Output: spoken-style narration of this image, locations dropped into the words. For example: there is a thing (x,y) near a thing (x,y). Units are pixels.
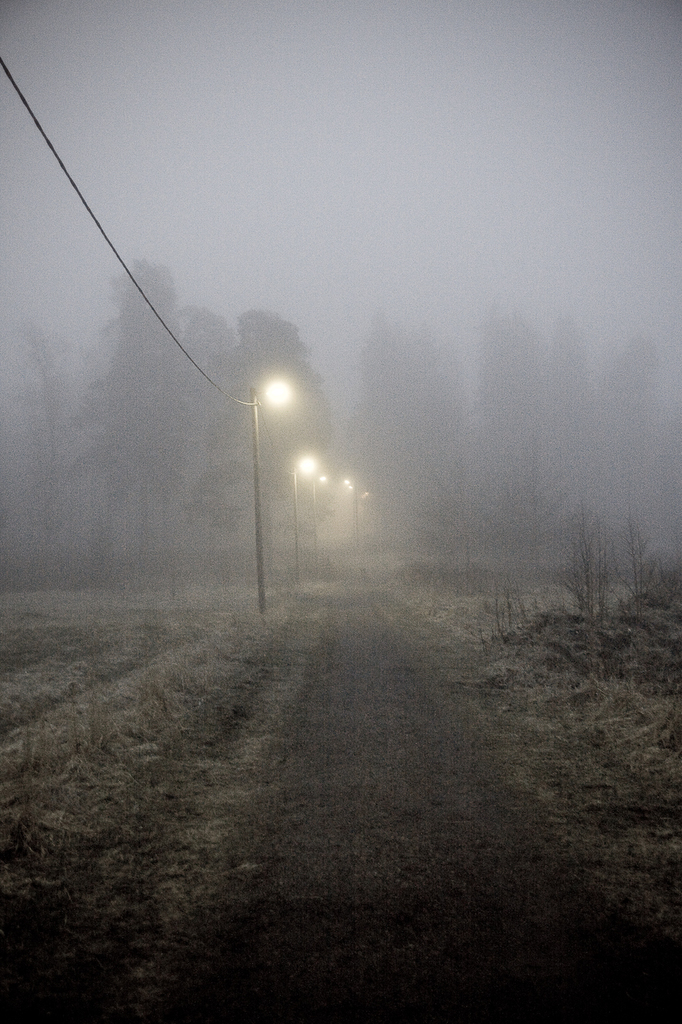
In the center of the image (442,361) we can see electric light poles (254,389), wire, trees (218,472). At the bottom of the image (435,849) we can see road (386,751), dry grass (184,720) and some plants (555,614). At the top of the image (363,113) we can see the sky (345,144).
